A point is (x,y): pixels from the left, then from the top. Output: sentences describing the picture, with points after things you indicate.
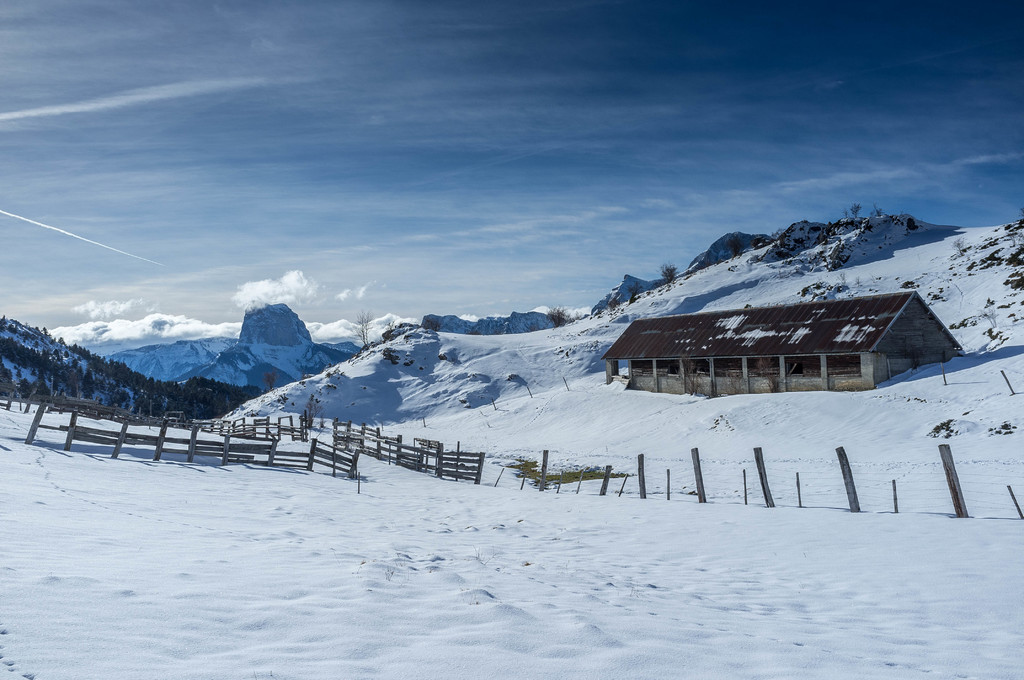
In this image we can see the house (859,325), mountains (235,353), trees (669,280), wooden fence (237,427) and also the sky (391,150) with some clouds (338,321). We can also see the snow (633,410).
